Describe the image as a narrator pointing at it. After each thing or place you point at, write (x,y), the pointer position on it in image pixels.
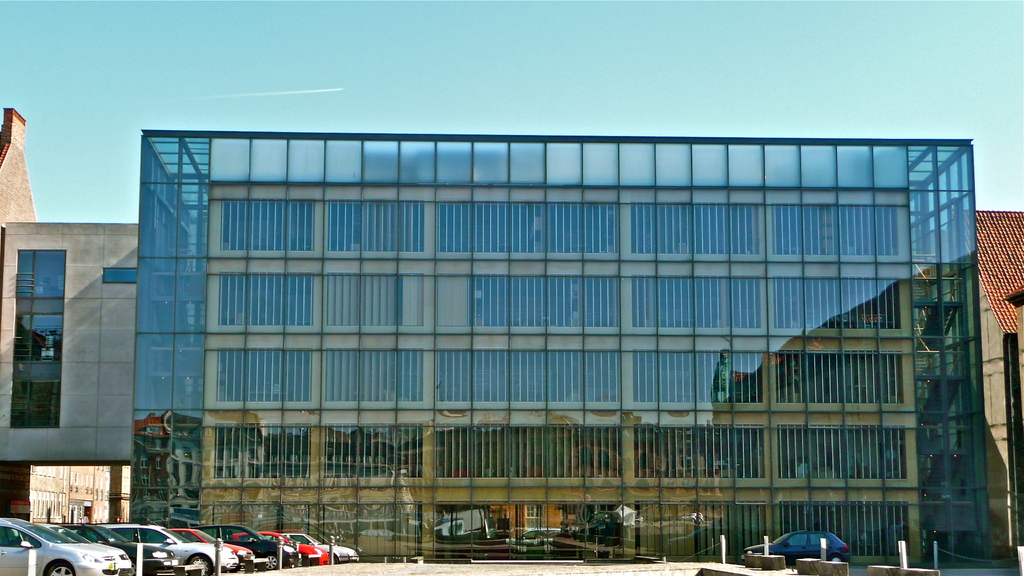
In this image, we can see some cars (322,550) in front of the building (388,357). There is a sky (516,75) at the top of the image (578,39).
